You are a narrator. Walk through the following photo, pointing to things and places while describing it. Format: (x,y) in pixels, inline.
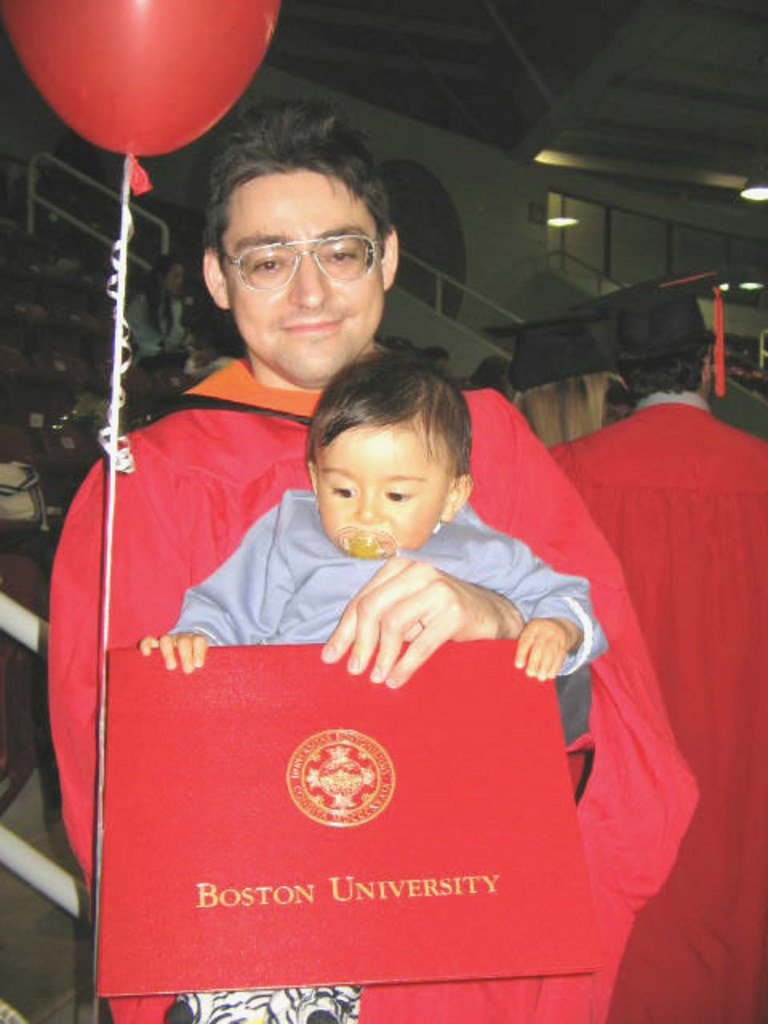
In the image we can see a man (192,445) standing, wearing clothes (162,452) and spectacles (297,250), and he is carrying a baby (296,589). This is a baby sucker (342,534), balloon (103,58), light (553,222) and an object (342,705). Behind them there are other people (689,417) wearing clothes (643,420).
